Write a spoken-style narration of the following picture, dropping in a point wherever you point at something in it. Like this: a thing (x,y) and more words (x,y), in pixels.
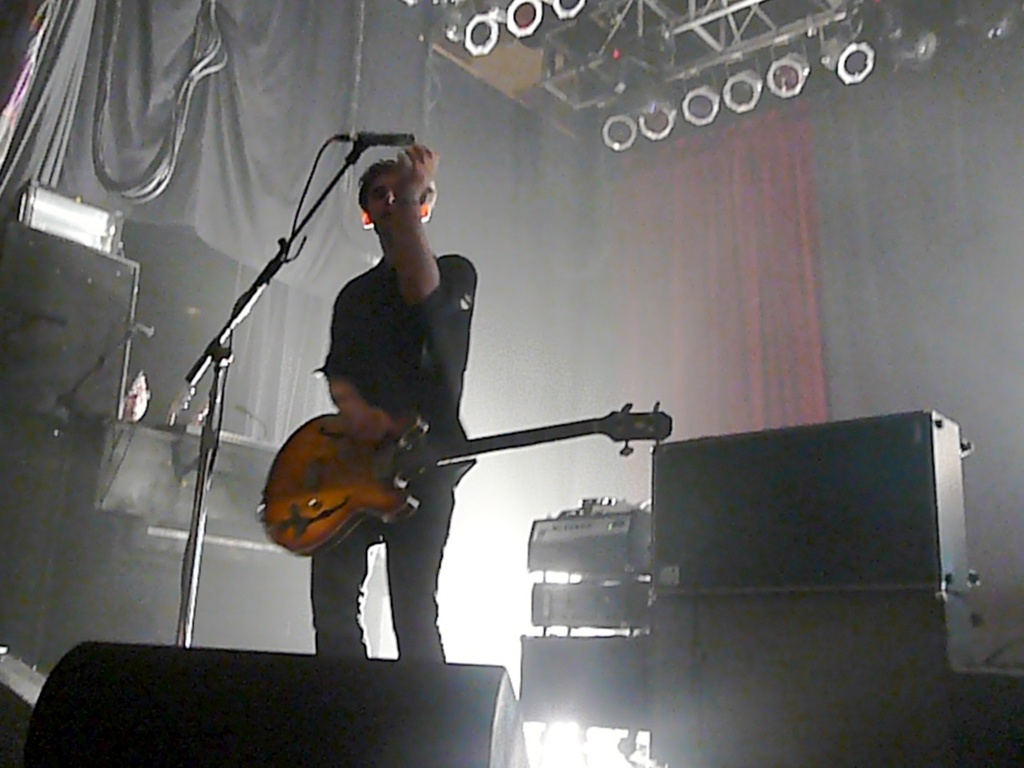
This picture shows a man (340,404) standing on the stage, holding a guitar (342,479) and adjusting a microphone (395,138) in front of him. There are some speakers (785,499) and equipment (589,598) in the background (607,540). We can observe a red curtain (719,248) and some lights (668,110) here.
